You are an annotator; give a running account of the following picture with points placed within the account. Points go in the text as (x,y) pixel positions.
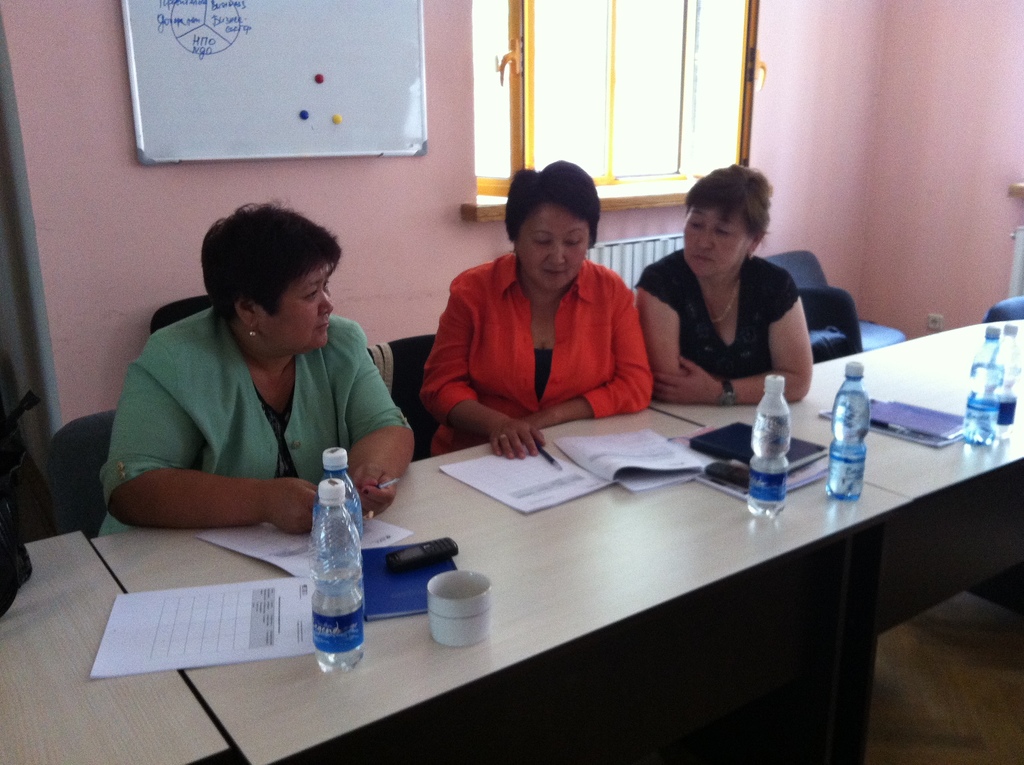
There are three ladies (493,360) sitting on chairs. There is a table (868,526). On the table (1009,464) there are bottles (336,524), phone (433,545), books (576,460), and a pen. In the background (320,171) there is a wall (429,239). On the wall (787,126) there is a board (242,57). And a window (599,72) is there on the wall (801,126).
